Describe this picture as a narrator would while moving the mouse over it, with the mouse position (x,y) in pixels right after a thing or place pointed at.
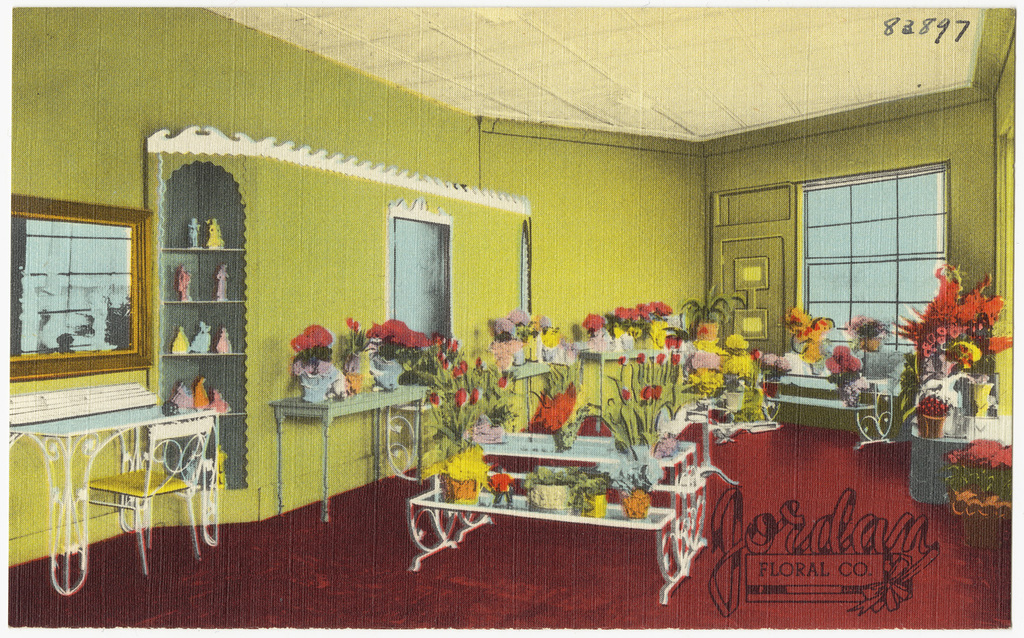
In this image I can see there is a poster (287,392) and there are few plants (489,393) placed on the table (520,377) and there is a watermark (810,535) on the image. There is a table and a chair (148,464) at left side (174,479) and there are few windows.
